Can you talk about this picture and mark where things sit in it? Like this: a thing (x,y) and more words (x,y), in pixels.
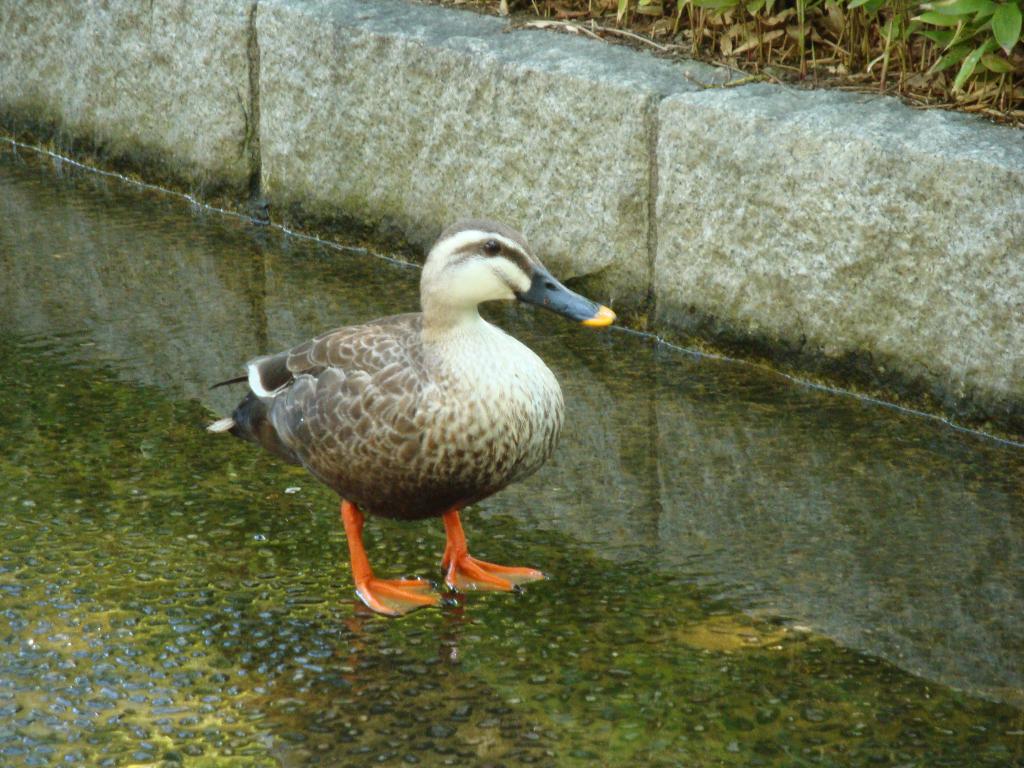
In this image I can see a bird (426,507) in brown and white color standing in the water (324,586). Background (966,73) I can see plants (941,73) in green color.
